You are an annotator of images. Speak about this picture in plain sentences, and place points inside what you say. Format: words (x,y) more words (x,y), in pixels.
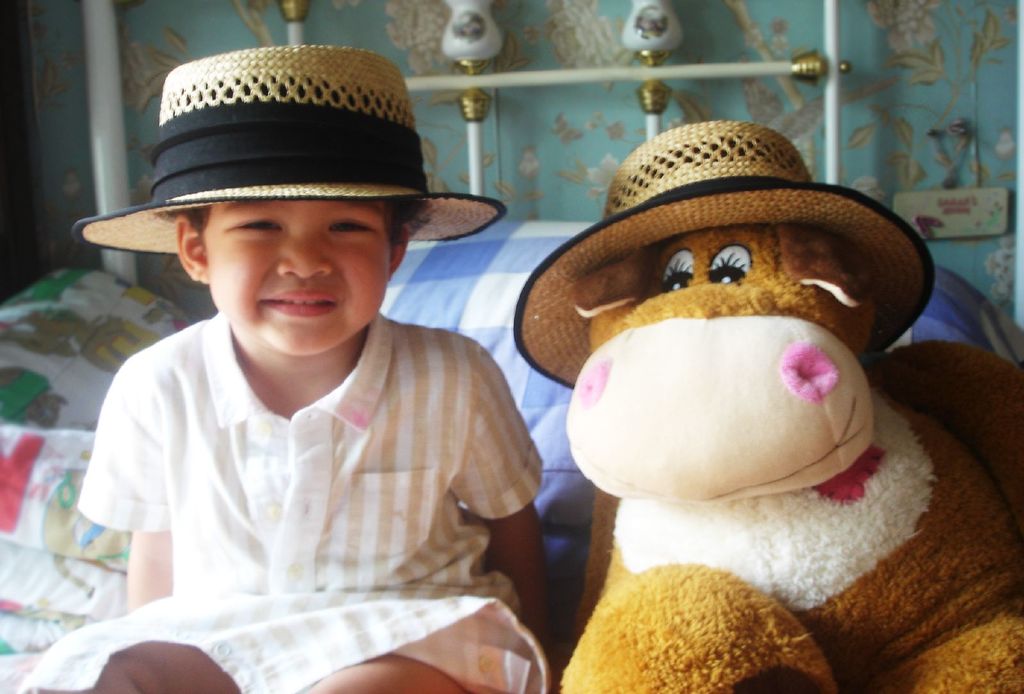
This picture is taken inside the room (698,90). In this image, on the left side (332,521), we can see a kid (347,591) wearing a hat (318,181) is sitting on the bed (651,22). On the right side (838,264), we can also see a toy (771,482). In the background (140,74), we can see a bed (664,16), metal rod (555,77) and a wall (671,85) which is in blue color.
